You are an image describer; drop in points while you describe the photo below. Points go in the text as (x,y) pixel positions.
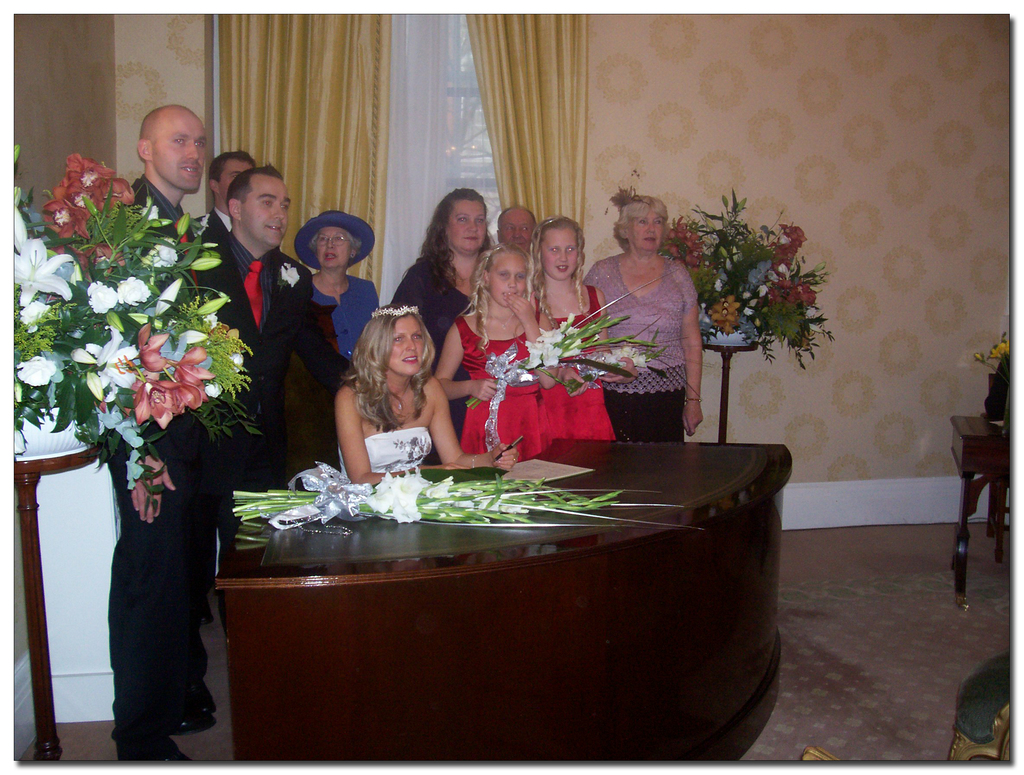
In this image we can see a few people (506,392) who are standing and they are posing for a photo. Here we can see flowers (143,451) on the left side (143,451) and right side (727,317) as well.
